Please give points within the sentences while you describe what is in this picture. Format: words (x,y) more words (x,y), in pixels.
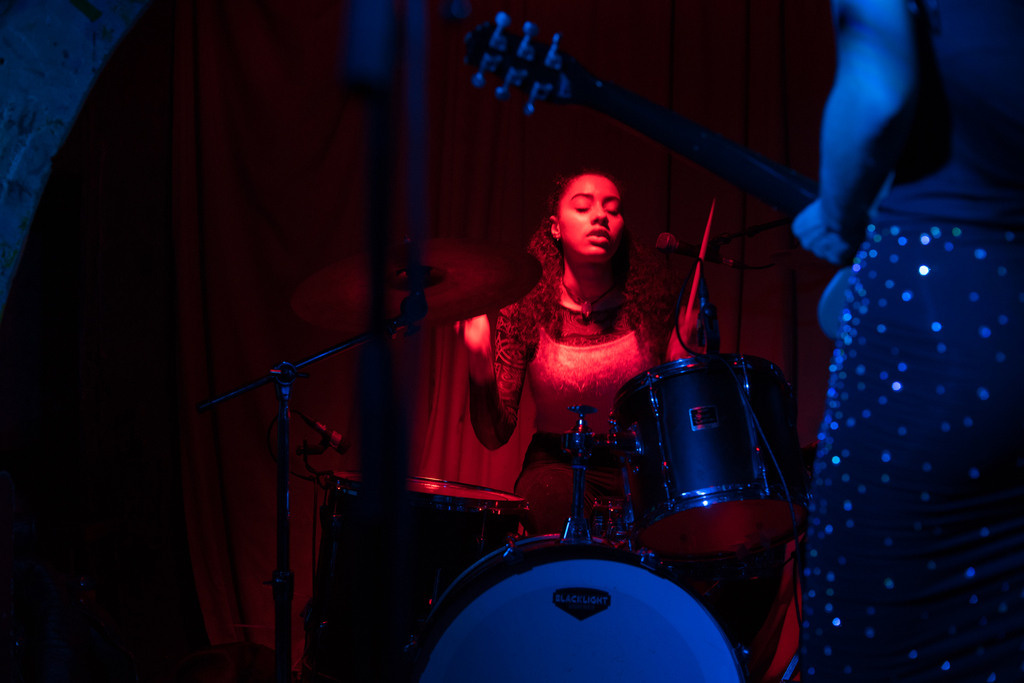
a person (885,334) is standing at the right (910,229) front, holding a guitar (767,197). at the back (578,235) a person (601,366) is playing drums (694,366).
